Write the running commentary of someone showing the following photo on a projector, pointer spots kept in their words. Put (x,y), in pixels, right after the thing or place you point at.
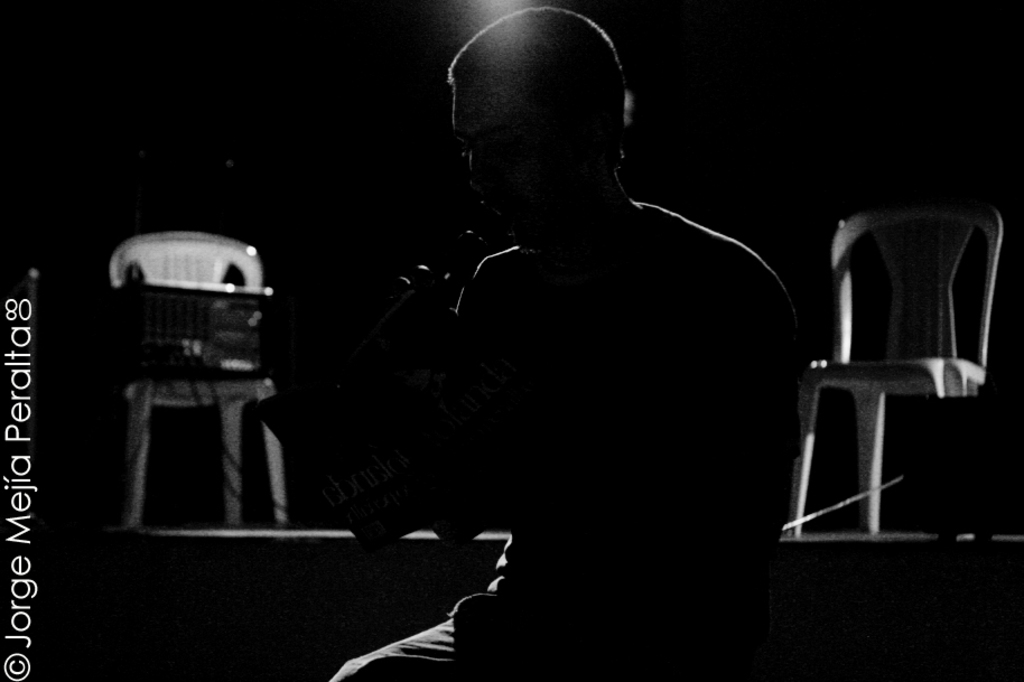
This is a black and white image. In the center of the image (579,248) a man (567,255) is sitting and holding a mic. In the middle of the image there is a stage (406,546). On the stage (380,548) we can see chairs (232,407), musical instruments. On the left side of the image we can see some text (21,492). In the background (412,169) the image is dark.
